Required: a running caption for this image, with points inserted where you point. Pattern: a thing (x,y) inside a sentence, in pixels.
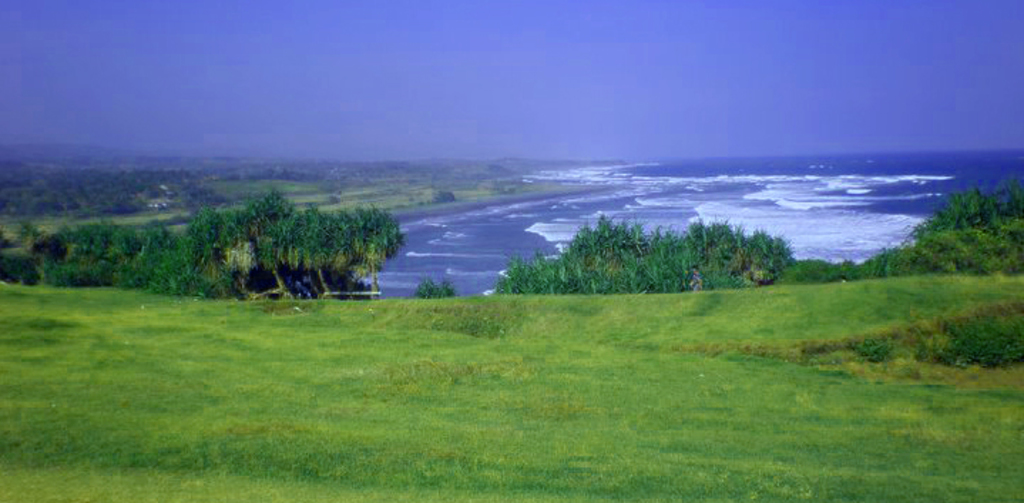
In this image there are plants (990,343) and trees (216,226) on the grassland (432,356). Left side (7,178) there is a hill (289,185). Right side (707,173) there is water (615,207) having tides (646,191). Top of the image (603,93) there is sky (573,132).
